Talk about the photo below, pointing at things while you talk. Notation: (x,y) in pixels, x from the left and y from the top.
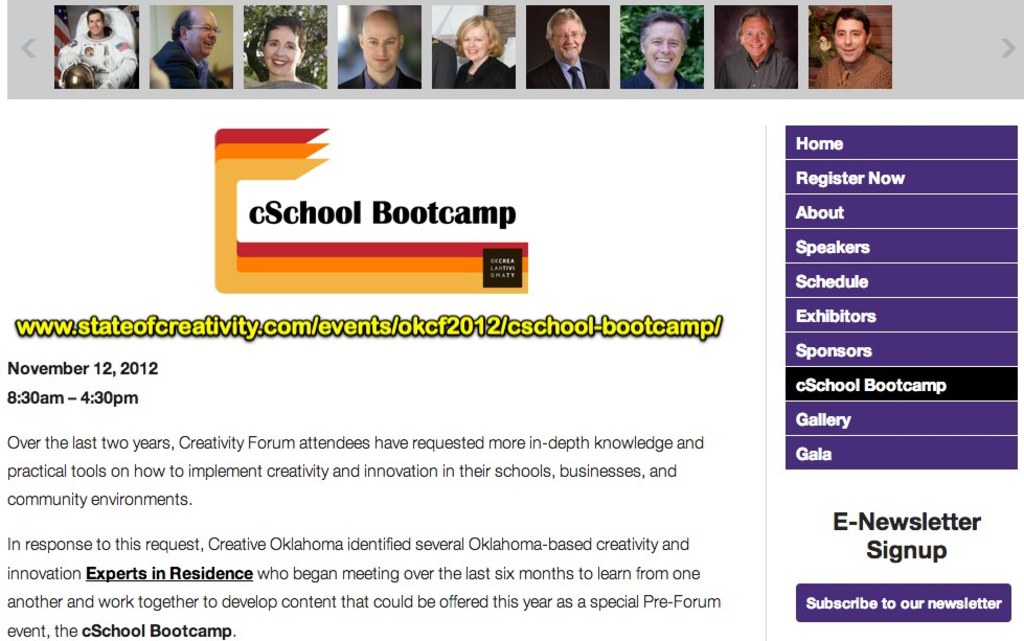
In this image I see few pictures (370,38) over here and I see that few of them are smiling and I see words (26,497) and numbers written over here and it is white in the background (629,314).
